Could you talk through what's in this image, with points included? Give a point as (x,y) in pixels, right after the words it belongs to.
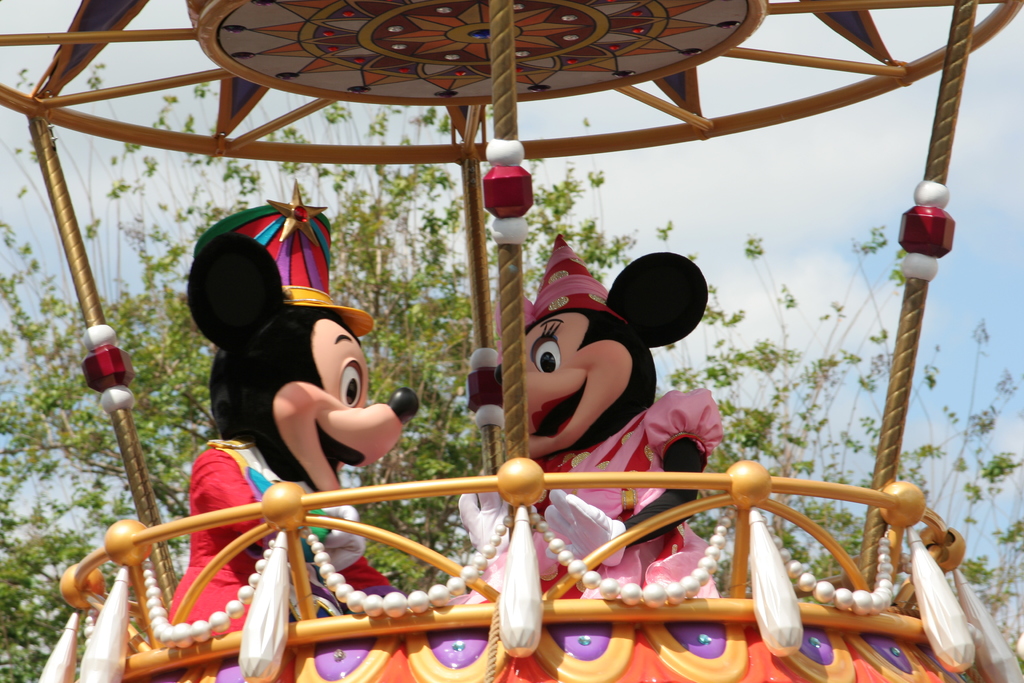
It seems to be an amusement ride (103,341). There are two persons (599,467) wearing costumes (298,372). In the background (442,381) there are many trees (440,283). At the top of the image (832,171) I can see the sky (810,174).
